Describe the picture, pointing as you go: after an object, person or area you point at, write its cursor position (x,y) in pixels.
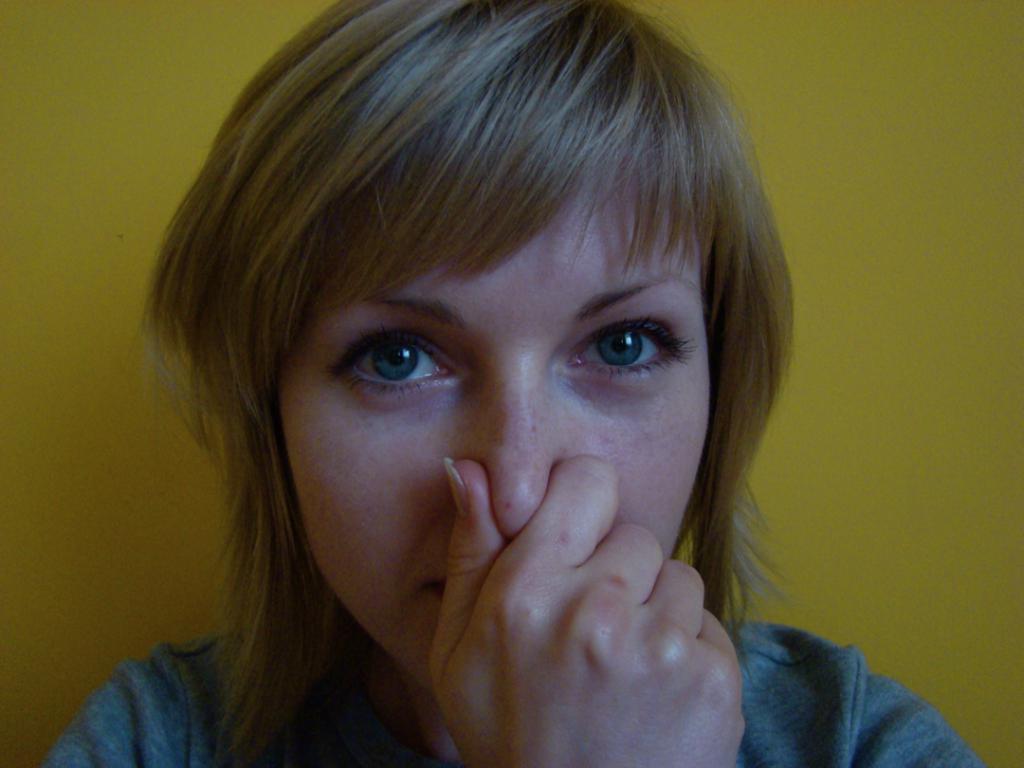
In this image a woman (366,548) is there, she is closing her nose (534,500) with her hand (582,590).
